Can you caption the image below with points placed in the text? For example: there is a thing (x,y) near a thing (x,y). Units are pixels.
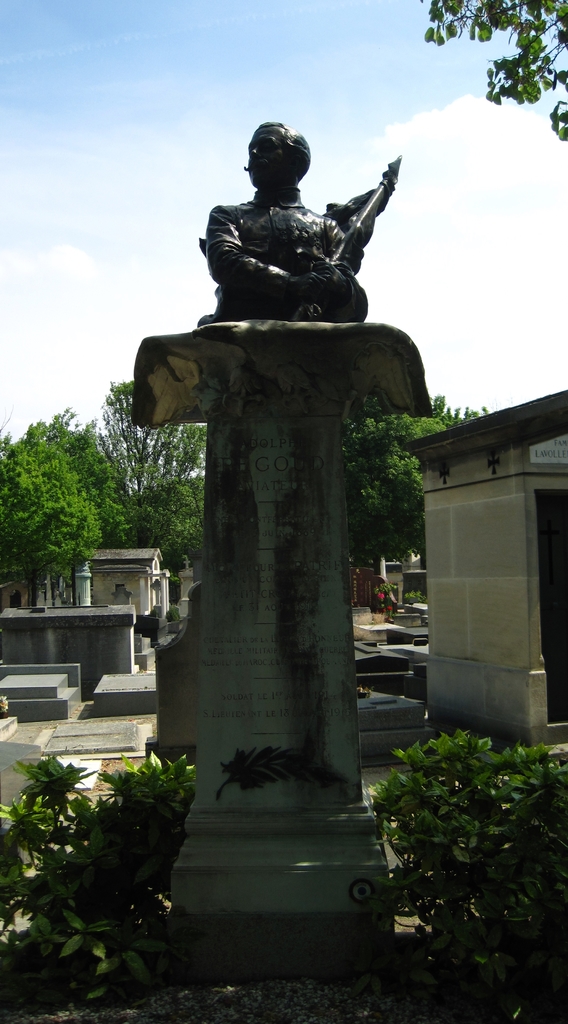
In this image we can see a statue (314,308), plants (539,865) near the statue (235,832), there are few stones (381,622), shed (468,580), few trees (157,464) and the sky (428,107) with clouds (460,129) in the background (195,265).
